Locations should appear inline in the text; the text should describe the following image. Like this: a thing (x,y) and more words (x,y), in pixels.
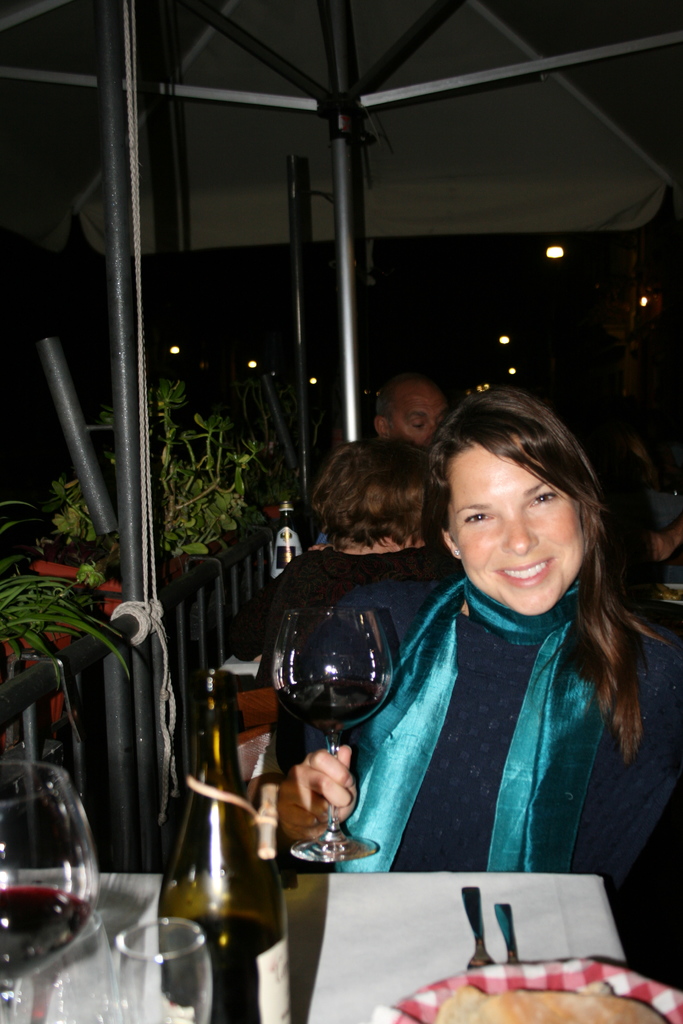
It looks like a restaurant (457,709), there is a table (397,976) in front of a woman (465,782), there is one bottle (176,895) on the table (357,892), the woman (339,787) is holding the glass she is smiling behind her there are also few other people (366,461) to the left side (160,557) there are few plants (180,537), in the background (399,296) it is dark.
